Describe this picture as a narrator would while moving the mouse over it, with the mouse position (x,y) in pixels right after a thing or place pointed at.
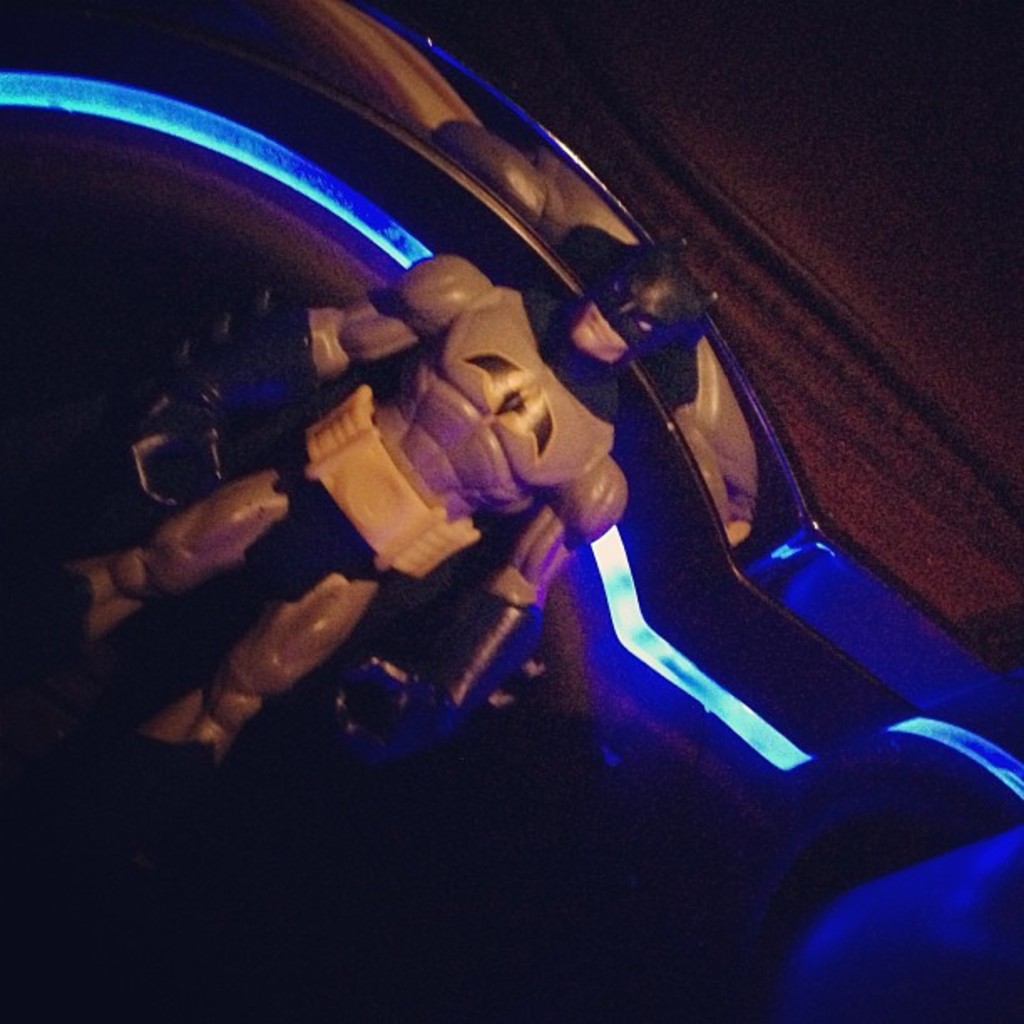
In this picture I can see the Batman toy (468,381) which is placed near to the wall (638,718).
